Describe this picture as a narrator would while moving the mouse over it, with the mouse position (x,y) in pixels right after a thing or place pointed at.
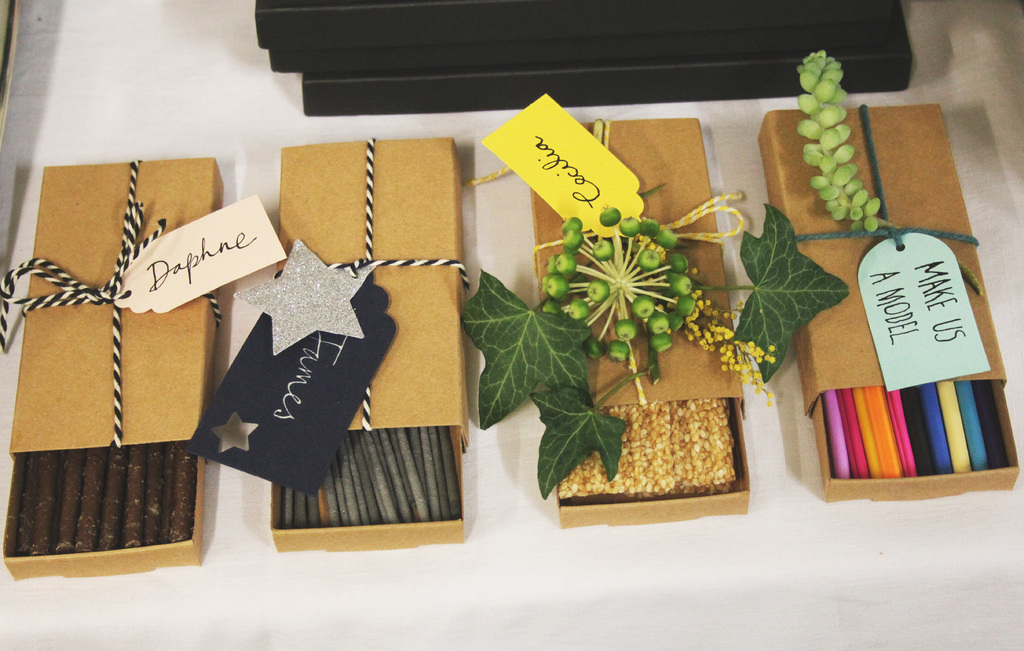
In this image on a table (503,569) there are four boxes (985,326). On it there are leaves (556,337). On the box (602,323) there are tags (922,355). Inside the box (280,533) some food items (161,528) are there. In the background (391,89) few other boxes (394,107) are there.
